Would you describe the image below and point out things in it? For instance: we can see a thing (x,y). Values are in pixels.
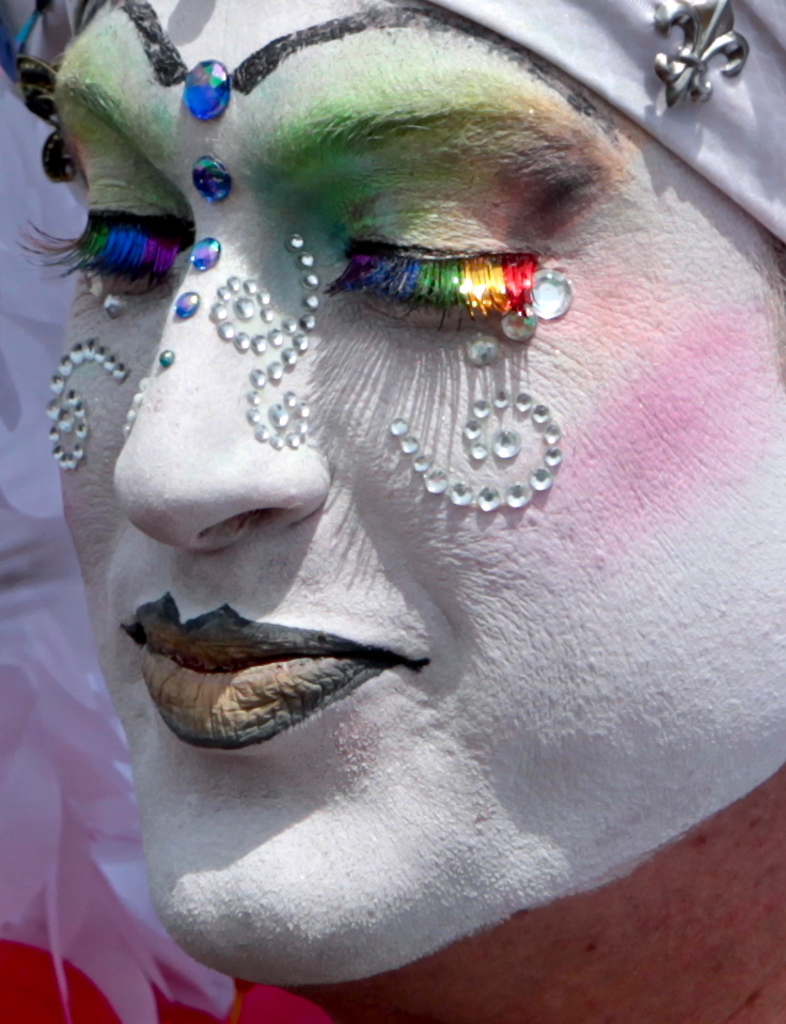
In this picture there is a person (545,421) having white paint (581,639) on his face (548,643) and there are some other objects (517,406) on it.
